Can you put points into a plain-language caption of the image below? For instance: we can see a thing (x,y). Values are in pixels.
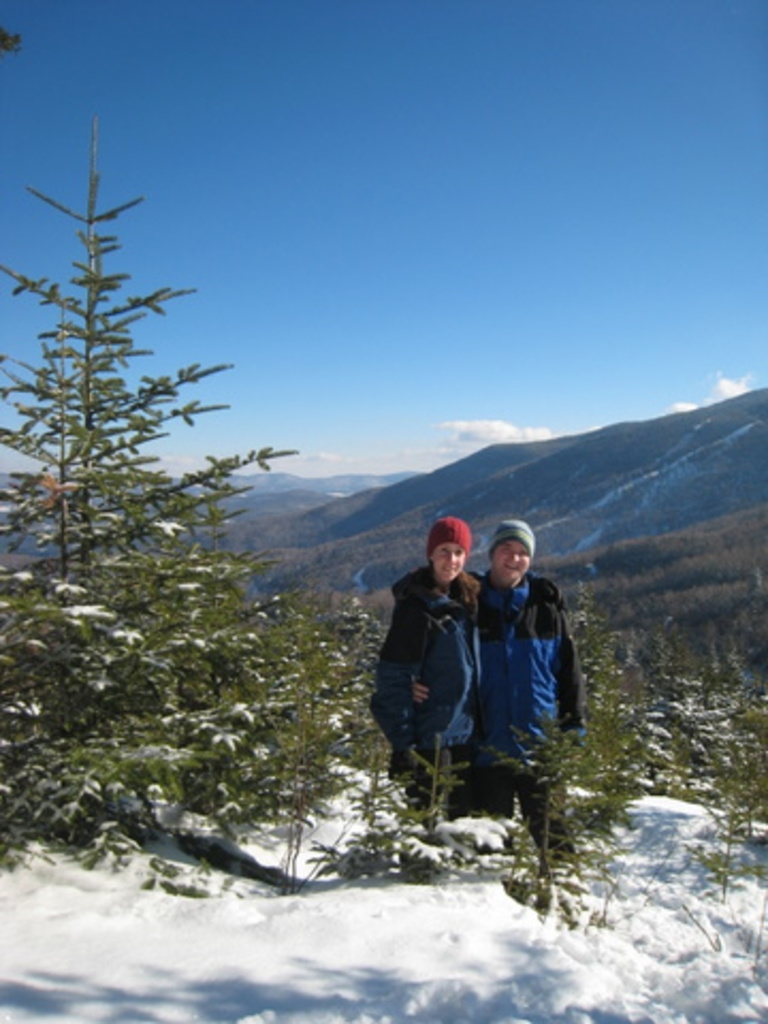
In this image in the center (487,680) there are plants (225,685) and there are persons (497,673) standing and smiling. In the background (396,495) there are mountains (475,483) and the sky (387,381) is clear.
